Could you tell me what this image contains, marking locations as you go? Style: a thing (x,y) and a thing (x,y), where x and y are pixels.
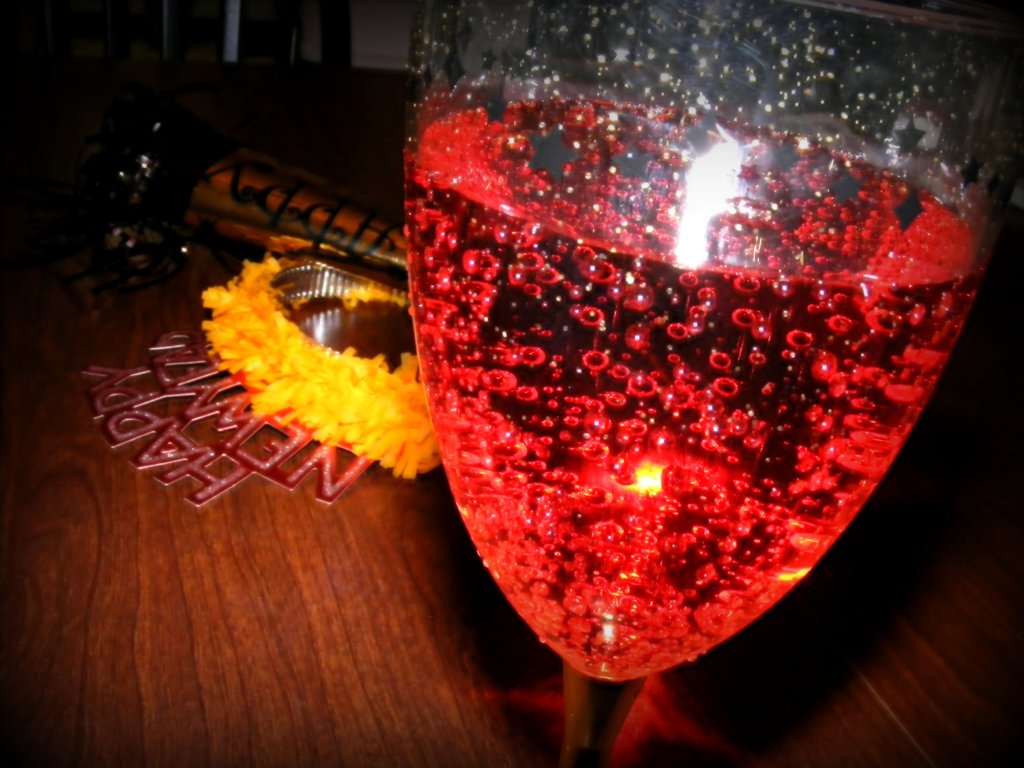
In the picture we can see a wooden table (72,641) on it, we can see a glass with a drink (534,313) which is red in color with bubbles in it and beside the glass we can see some decoration items (254,304) are placed on the table (388,494).
